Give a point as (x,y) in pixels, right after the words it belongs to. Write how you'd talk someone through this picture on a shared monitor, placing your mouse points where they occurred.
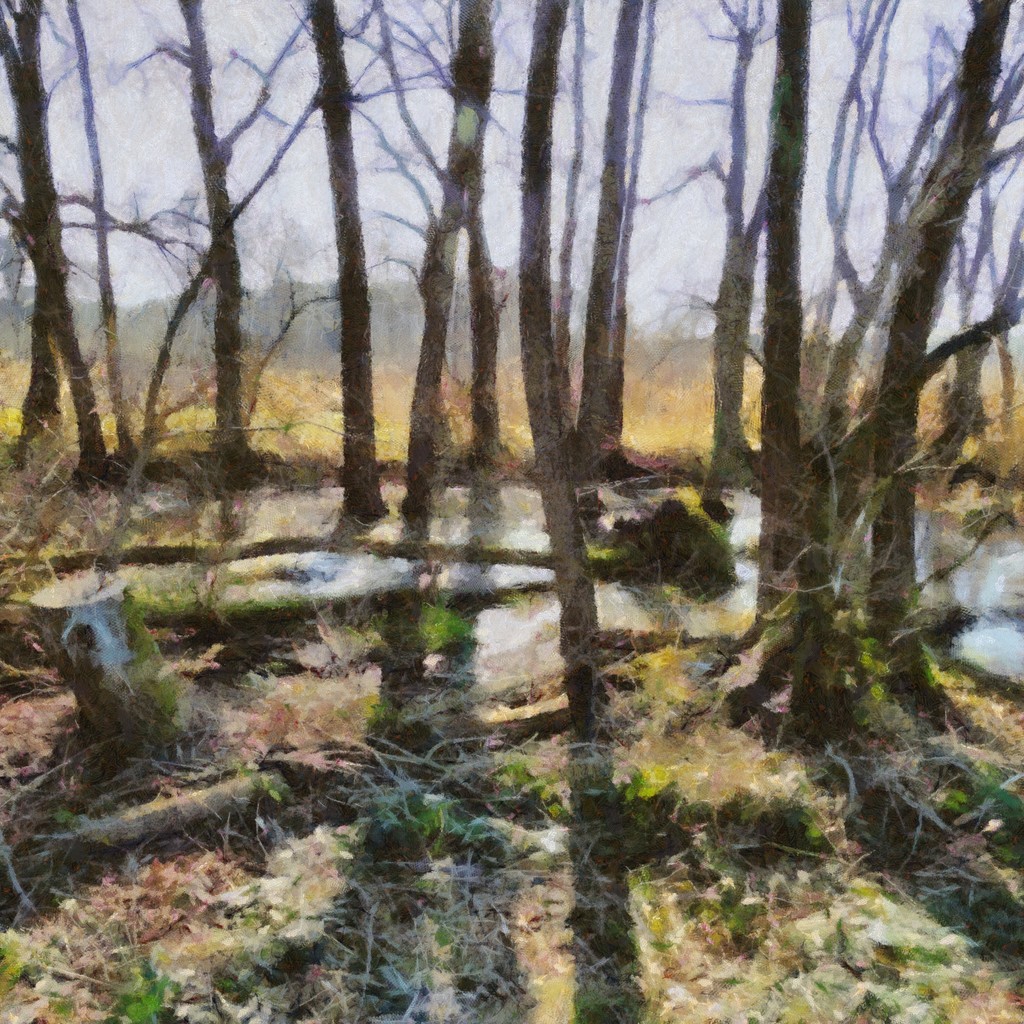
At the bottom of this image (546,801), there are plants (440,810), grass (419,825), shadows (426,721) of the trees (821,695) and trees (807,619) on the ground (518,926). In the background (492,399), there are trees (887,483) in the water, there are trees (612,317) and grass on the ground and there are clouds (398,122) in the sky (643,48).
